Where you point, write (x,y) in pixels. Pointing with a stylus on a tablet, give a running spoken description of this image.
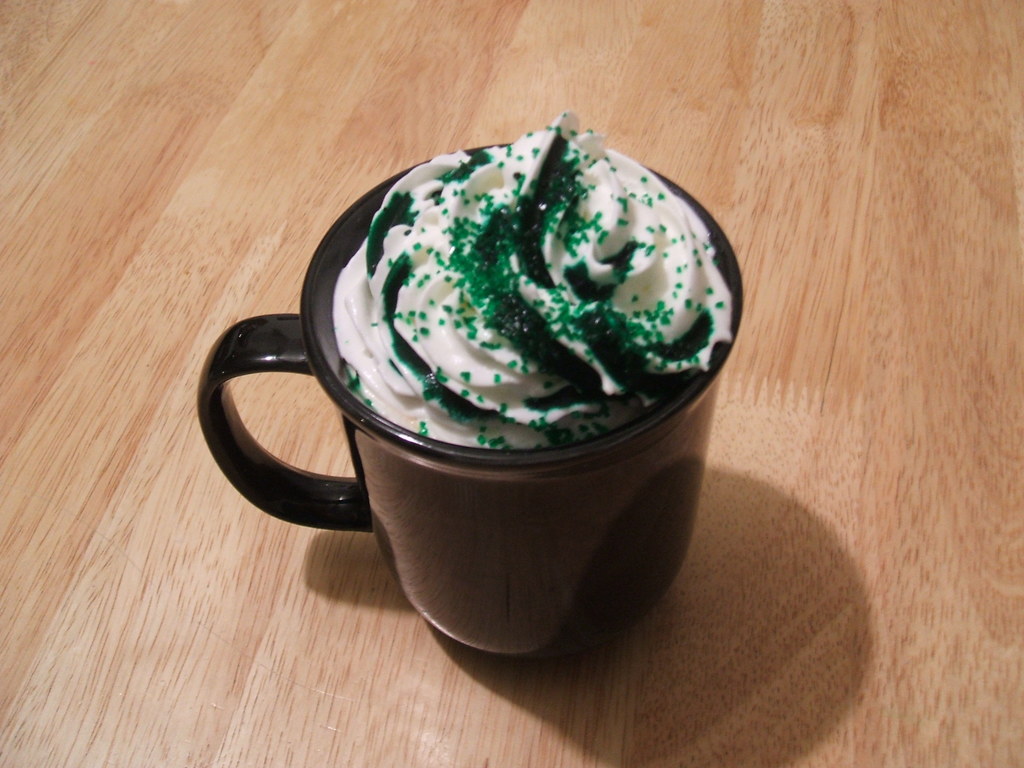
In this image we can see a cup (430,527) with cream (560,309) on the table (816,23).
